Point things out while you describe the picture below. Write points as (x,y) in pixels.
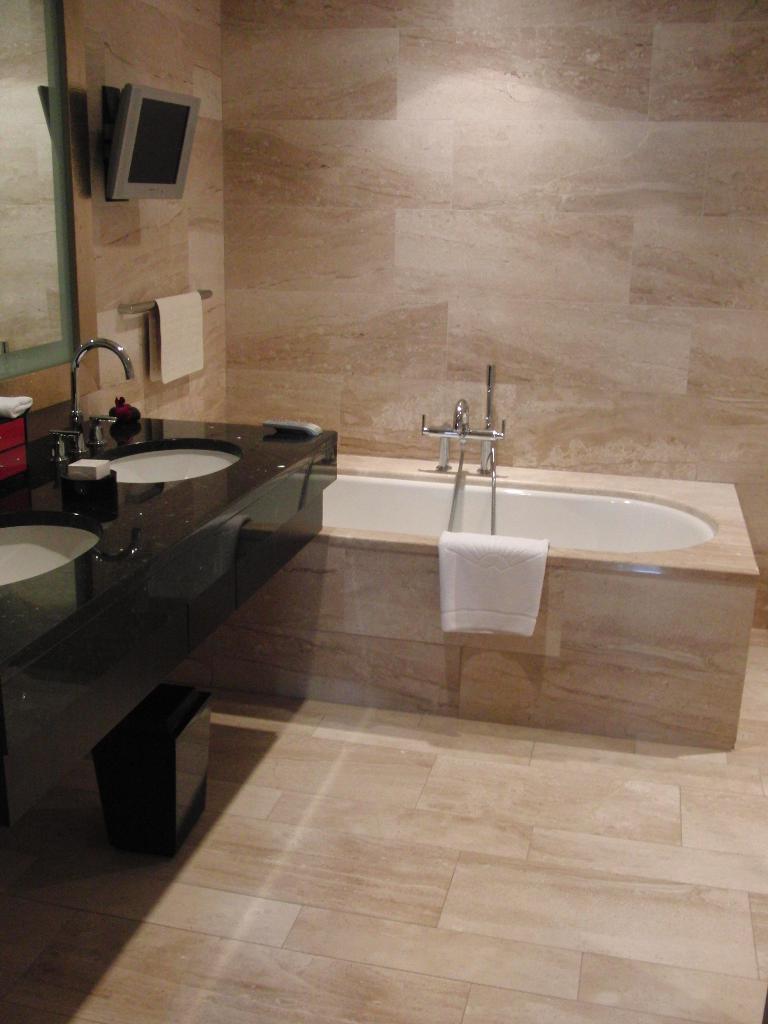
In this picture we can see a bathtub (520,528), towel (176,368), taps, sinks (201,462), handle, monitor (130,143), mirror (36,303), wall (475,184) and the floor (592,818).
